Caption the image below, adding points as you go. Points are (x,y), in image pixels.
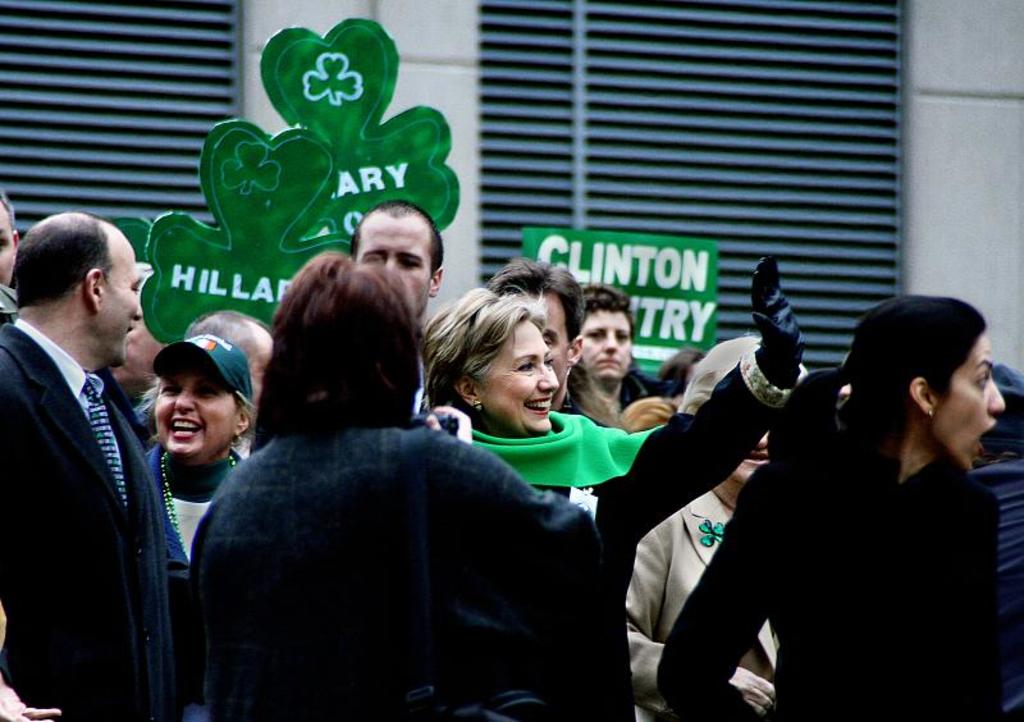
This picture describes about group of people (413,411), in the middle of the image (571,422) we can see a woman (567,415), she is smiling, beside to her we can find another woman (221,421), she wore a cap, in the background (684,311) we can see window blinds (488,186) and a placard (652,276).
